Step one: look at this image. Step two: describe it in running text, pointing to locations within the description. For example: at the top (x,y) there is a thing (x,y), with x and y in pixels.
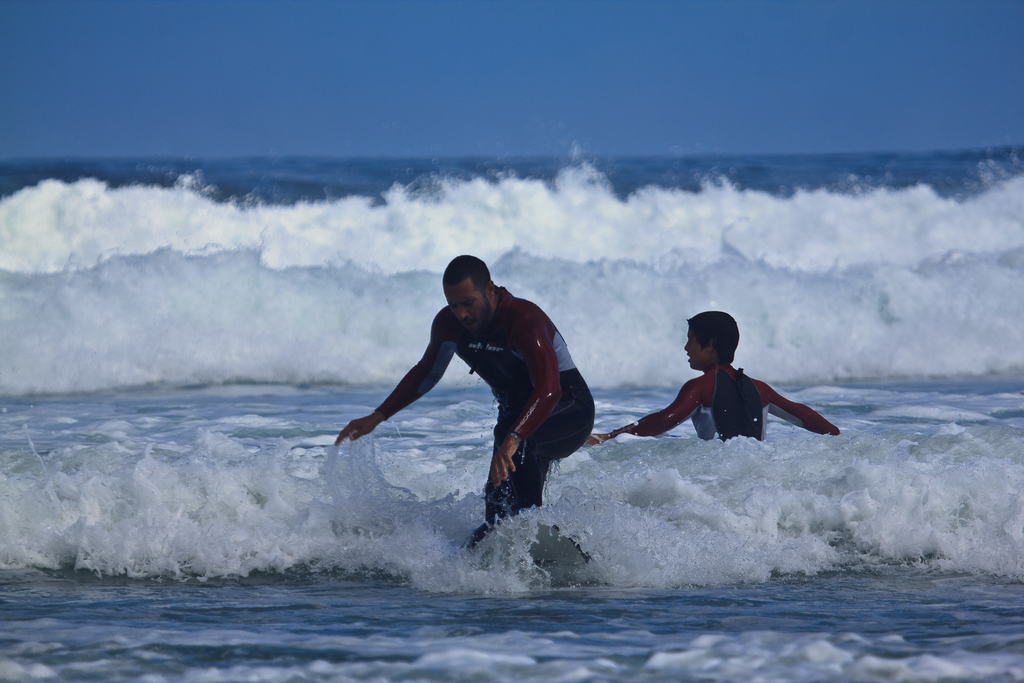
In this picture I can see there are two persons (580,416) in the ocean (589,497) and this person (526,465) is standing and there are heavy tides (466,232) in the ocean (524,240) and the sky (331,58) is clear.
